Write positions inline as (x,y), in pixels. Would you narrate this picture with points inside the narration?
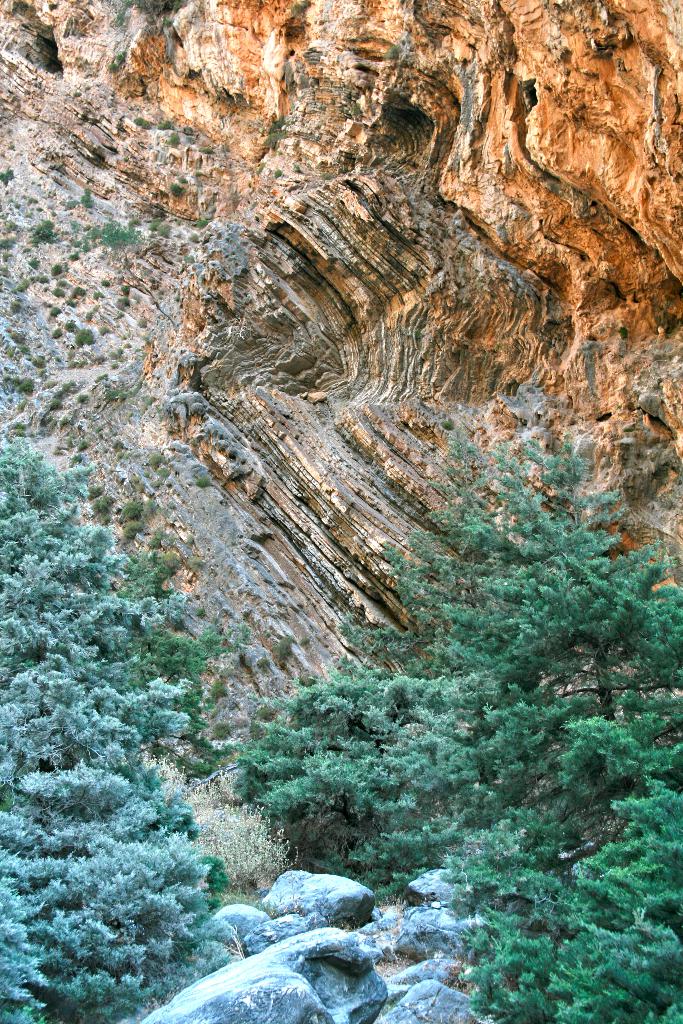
In this picture I can see the stones (278,889) and trees (291,742) in the middle (400,670), at the top (365,208) it looks like a hill (335,313).
